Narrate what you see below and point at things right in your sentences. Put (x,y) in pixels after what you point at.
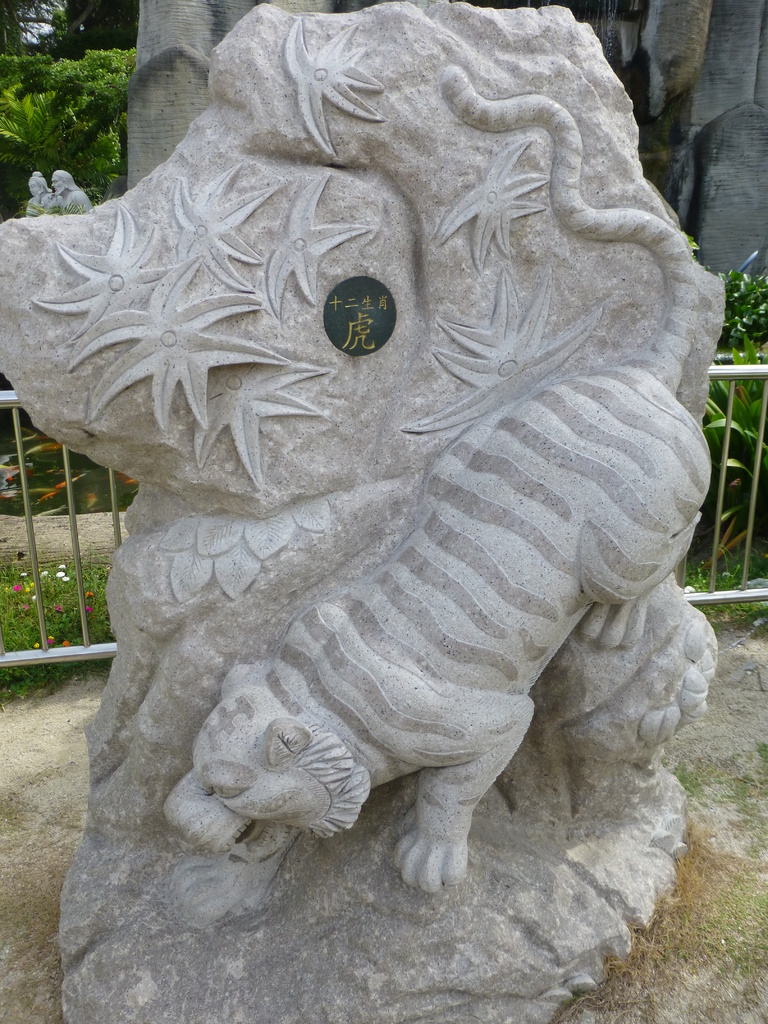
In this picture we can see the statue (444,663) of an animal (421,660) and behind the statue (301,596) there is a fence (36,563), plants (54,575) with flowers (13,594), trees (15,67) and an object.
